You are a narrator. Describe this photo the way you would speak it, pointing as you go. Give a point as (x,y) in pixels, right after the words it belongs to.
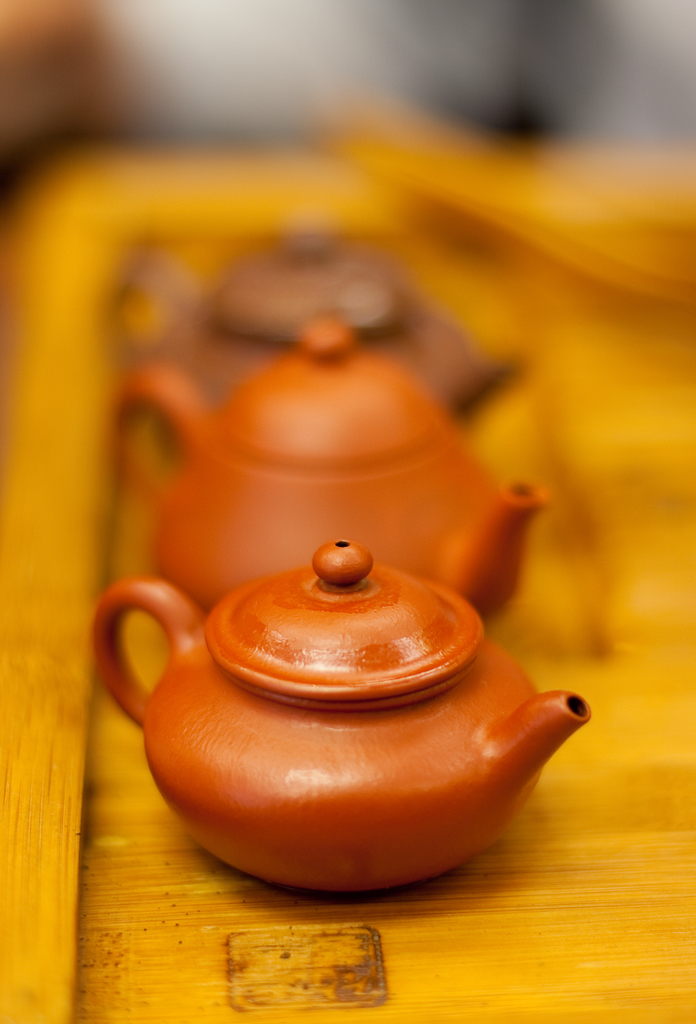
In this picture we can observe three teapots (279,518). Two of them are in orange color and other is in brown color. These three teapots (287,414) are placed on the table (329,920). The background (441,91) is completely blurred.
